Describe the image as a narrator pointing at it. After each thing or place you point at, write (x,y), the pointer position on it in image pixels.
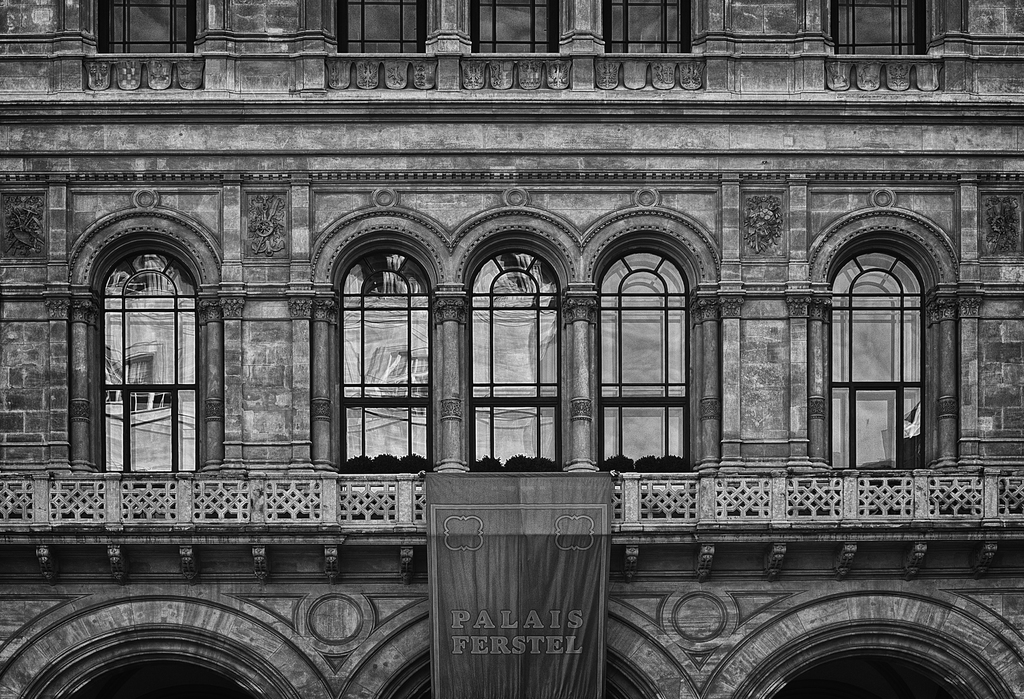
In this picture we can see a building (455,205), at the bottom (534,634) it looks like a banner (531,633), there is some text (519,645) on the banner (508,652), we can see windows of this building (549,184), it is a black and white image.
